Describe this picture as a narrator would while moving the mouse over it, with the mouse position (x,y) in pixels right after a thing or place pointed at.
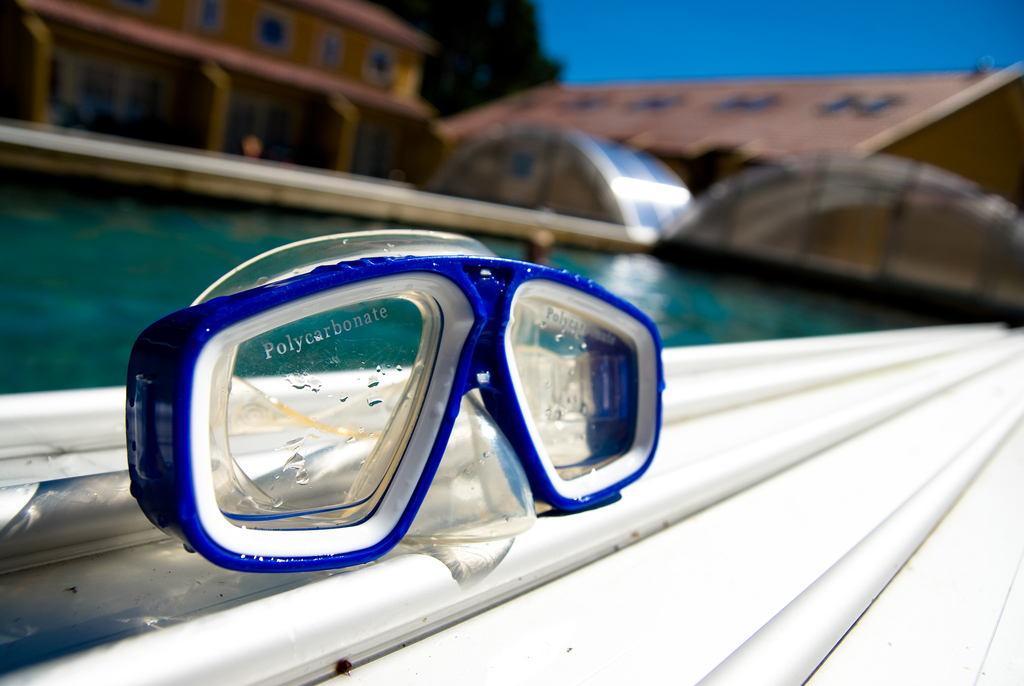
Here in this picture we can see swimming goggles (379,372) present over a place and behind that we can see a pool (854,307) filled with water (409,303) and we can see everything in blurry manner.
